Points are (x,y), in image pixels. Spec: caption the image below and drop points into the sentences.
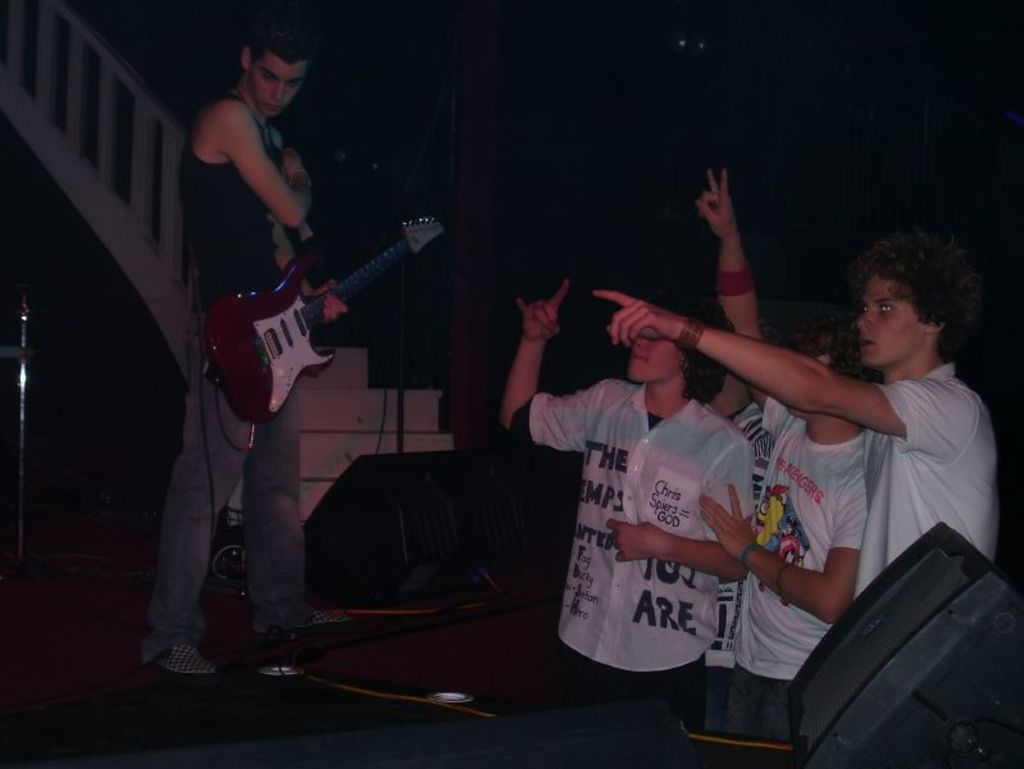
A person (202,477) is holding guitar (302,324) in his hand (323,289) behind him there is a staircase (178,313). On the right (766,479) there are three people (711,513).
